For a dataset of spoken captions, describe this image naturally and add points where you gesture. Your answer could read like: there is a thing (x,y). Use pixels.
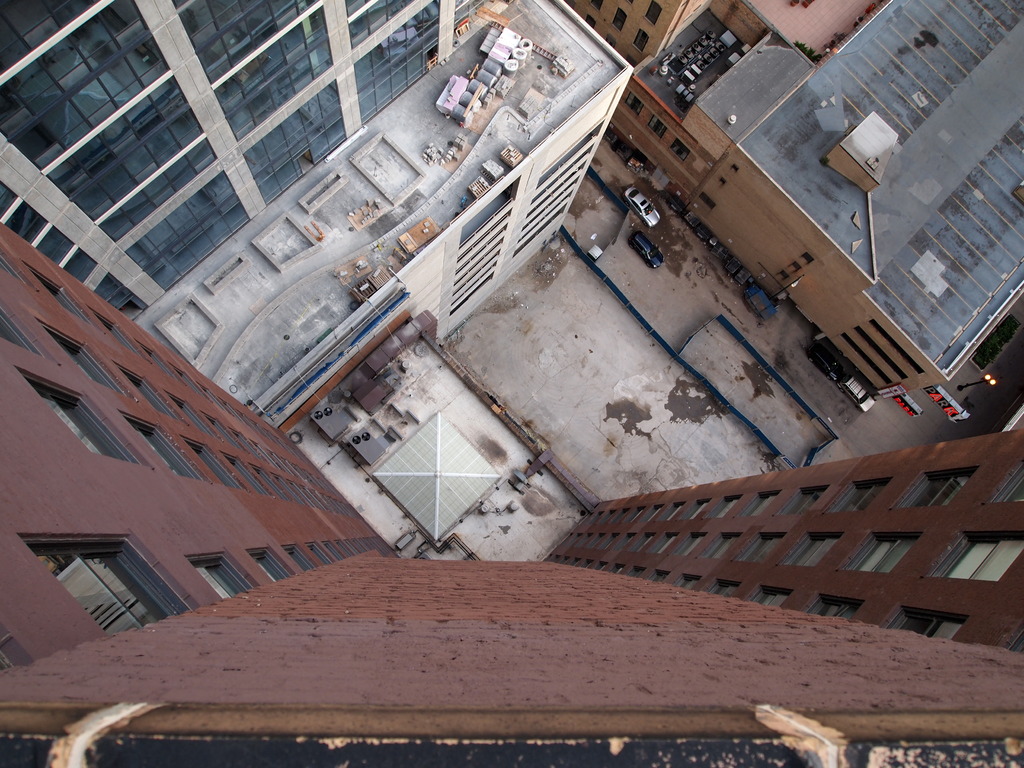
There are buildings (551,654) in this image, in the middle (660,268) two cars (635,208) are there on the road (623,266).
